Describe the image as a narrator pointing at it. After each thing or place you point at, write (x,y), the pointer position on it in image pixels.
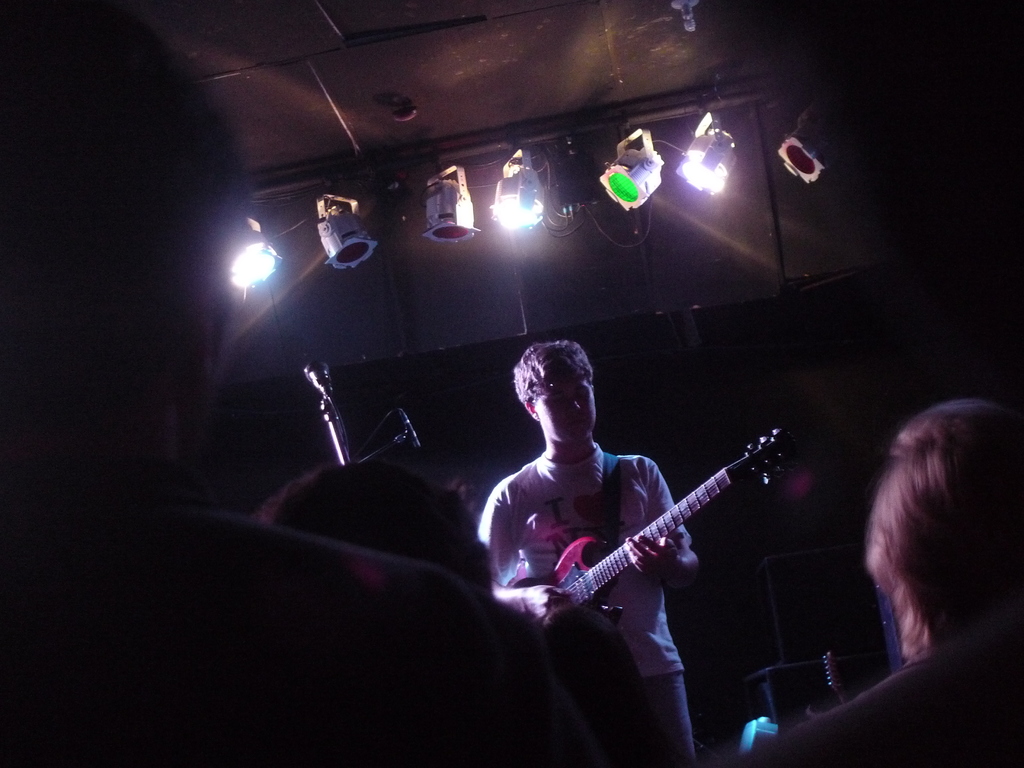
Inside picture. Lights (243,264) are attached with the roof (627,50). This man (561,370) is holding a guitar (681,516). This are audience (324,562) and observing this musician (613,583). In-front of this man (563,523) there is a mic (321,380).
